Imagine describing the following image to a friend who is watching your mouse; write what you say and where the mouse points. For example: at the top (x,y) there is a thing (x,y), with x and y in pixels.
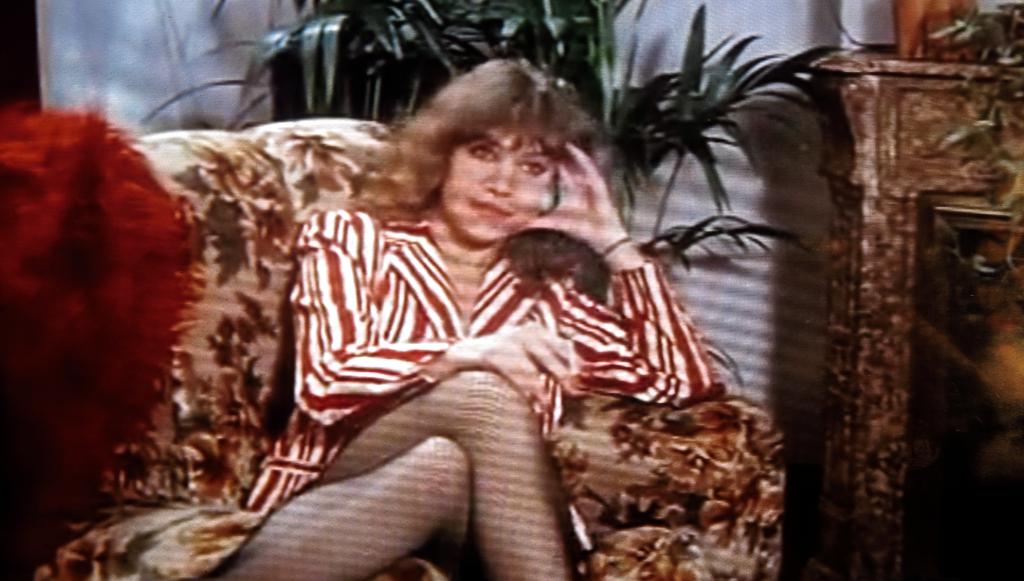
In this image we can see a woman (406,361) sitting on the couch (284,402), there is a table (932,174) beside the couch (726,434) and a red color object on the left side (51,217), in the background (675,157) there is a house plant (662,155) and a wall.
